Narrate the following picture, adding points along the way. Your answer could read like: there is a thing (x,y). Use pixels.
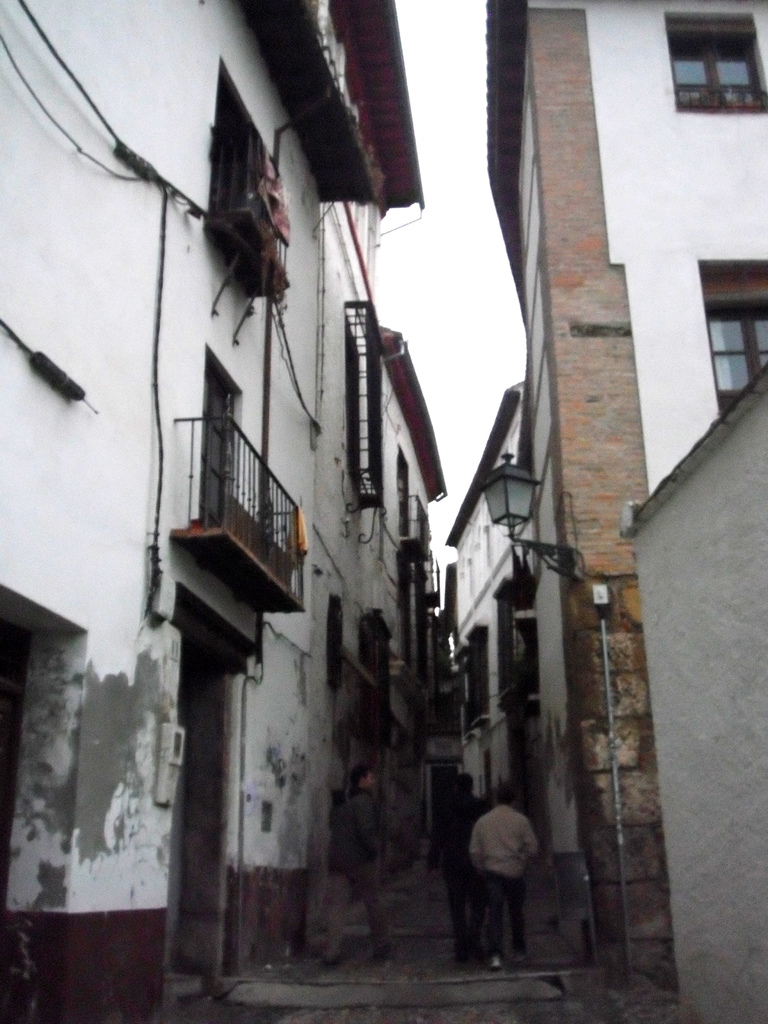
In this image I can see a path (315,969) in the center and on it I can see few people (474,809) are standing. Both side of this path (304,1020) I can see number of buildings (208,731), wires (158,565), windows (389,693) and on the right side (526,477) I can see a light (503,474).
